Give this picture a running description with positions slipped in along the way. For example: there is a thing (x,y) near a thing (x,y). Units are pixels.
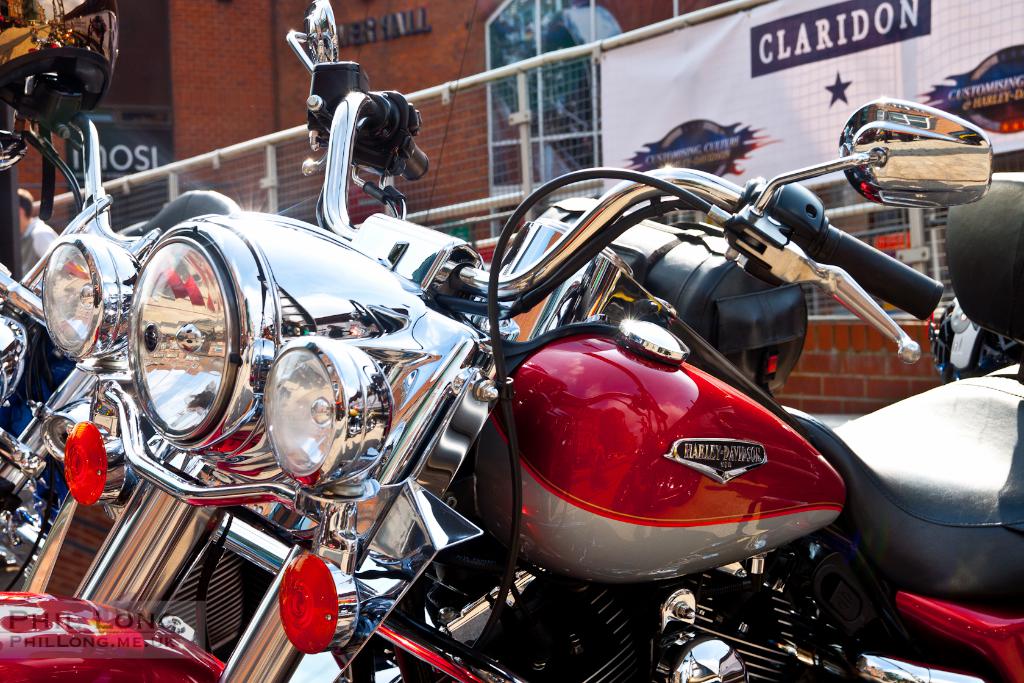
In the image there are few vehicles (276,382) parked one beside another in front of a building (396,67), all the vehicles (275,467) are new and shiny one.
